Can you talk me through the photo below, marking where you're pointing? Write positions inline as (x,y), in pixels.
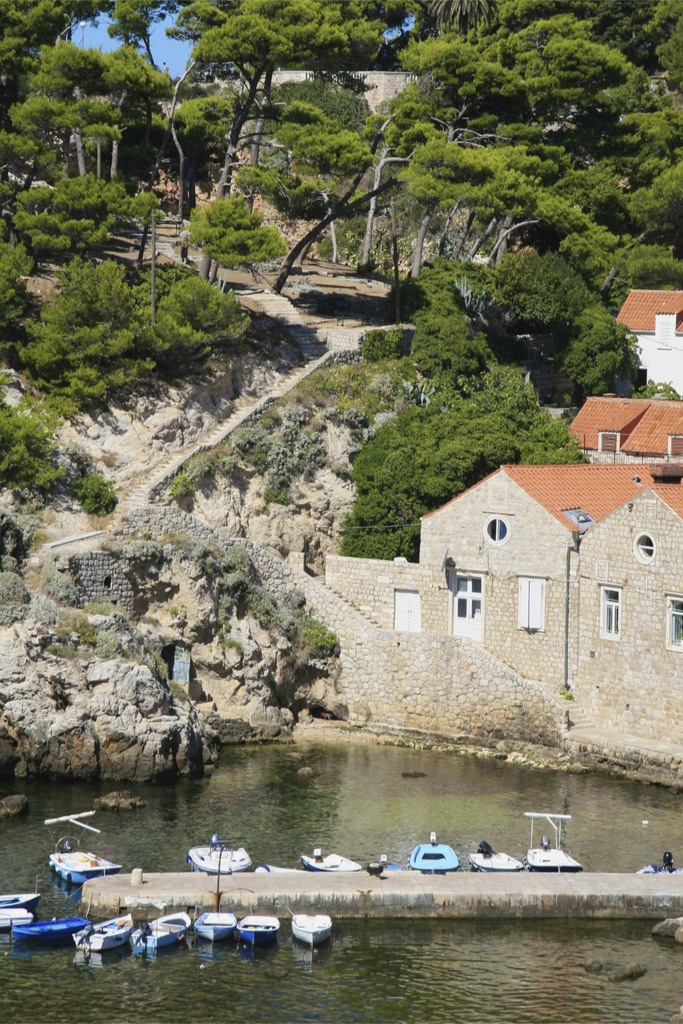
In the picture we can see water (298,972) and some boats (0,896) and in the background (89,770) we can see some rock hills (48,743) with steps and trees (108,365) and besides we can see some houses (623,669) with windows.
